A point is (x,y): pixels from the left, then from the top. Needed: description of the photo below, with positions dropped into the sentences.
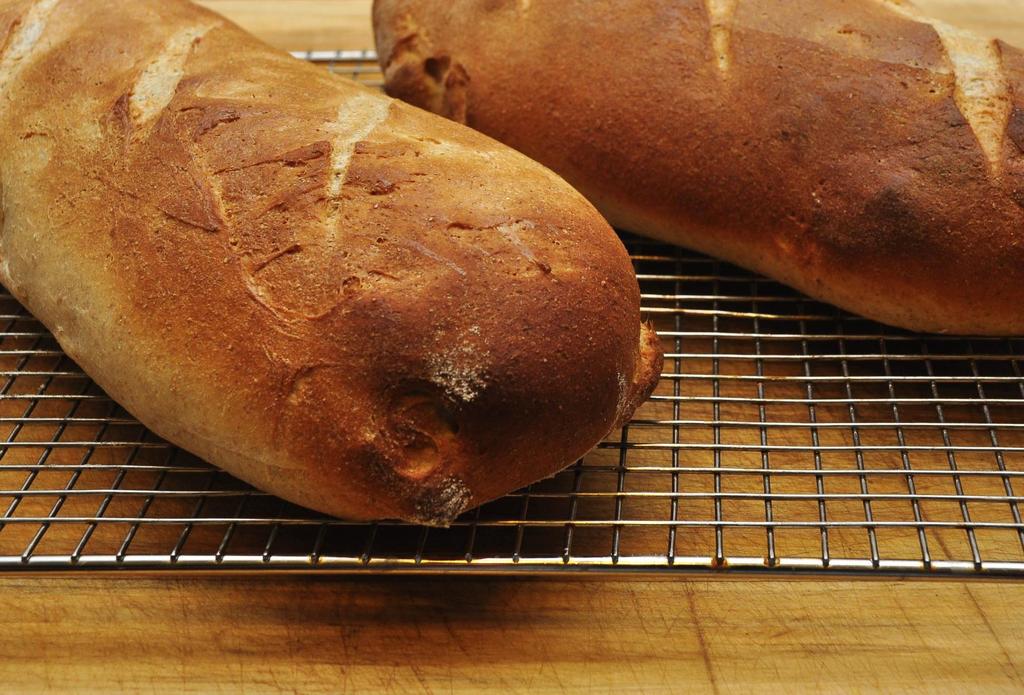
In this image we can see some food (463,395) and one object (834,564) on the table (743,365).
